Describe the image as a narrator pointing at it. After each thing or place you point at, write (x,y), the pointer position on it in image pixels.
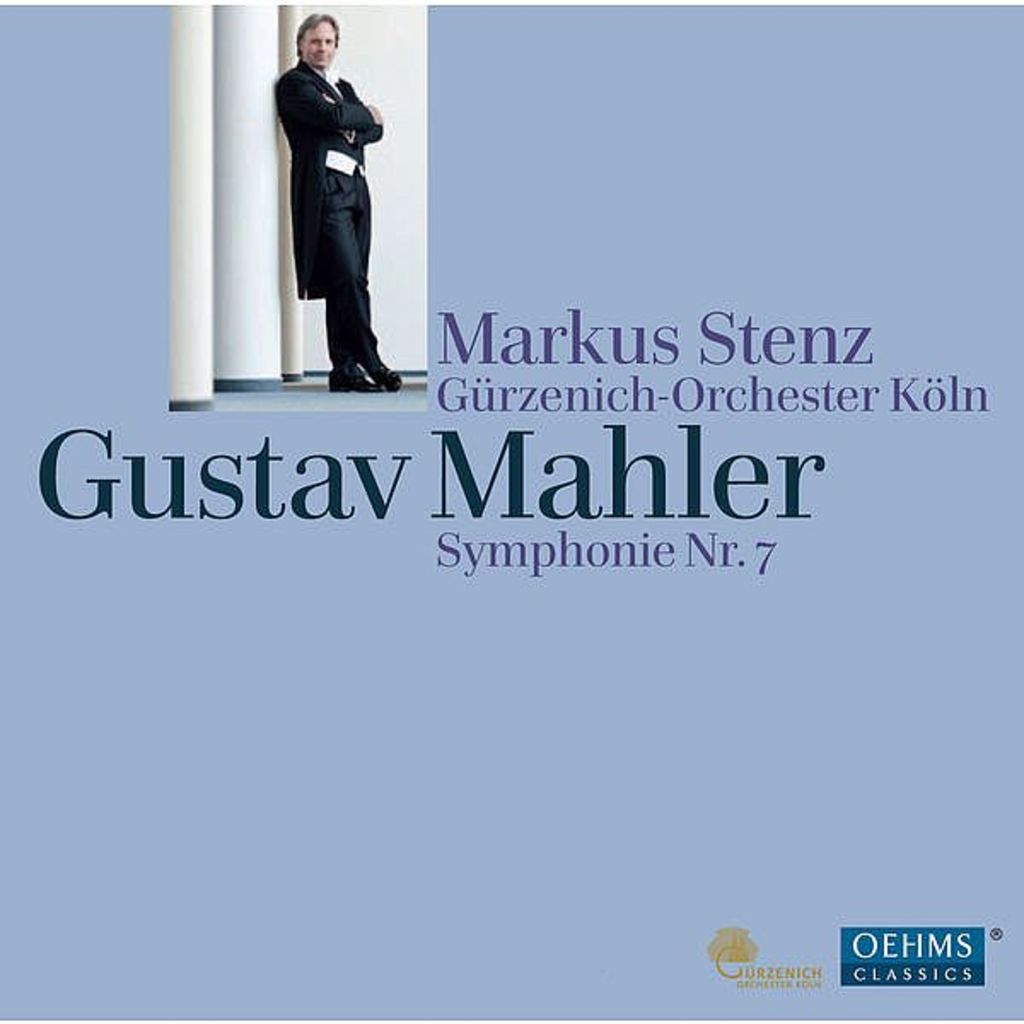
It is the cover page (474,308) of some music album (659,403) there is a person picture (360,299) and behind that there is a light blue background, on that some names (621,450) were mentioned.
